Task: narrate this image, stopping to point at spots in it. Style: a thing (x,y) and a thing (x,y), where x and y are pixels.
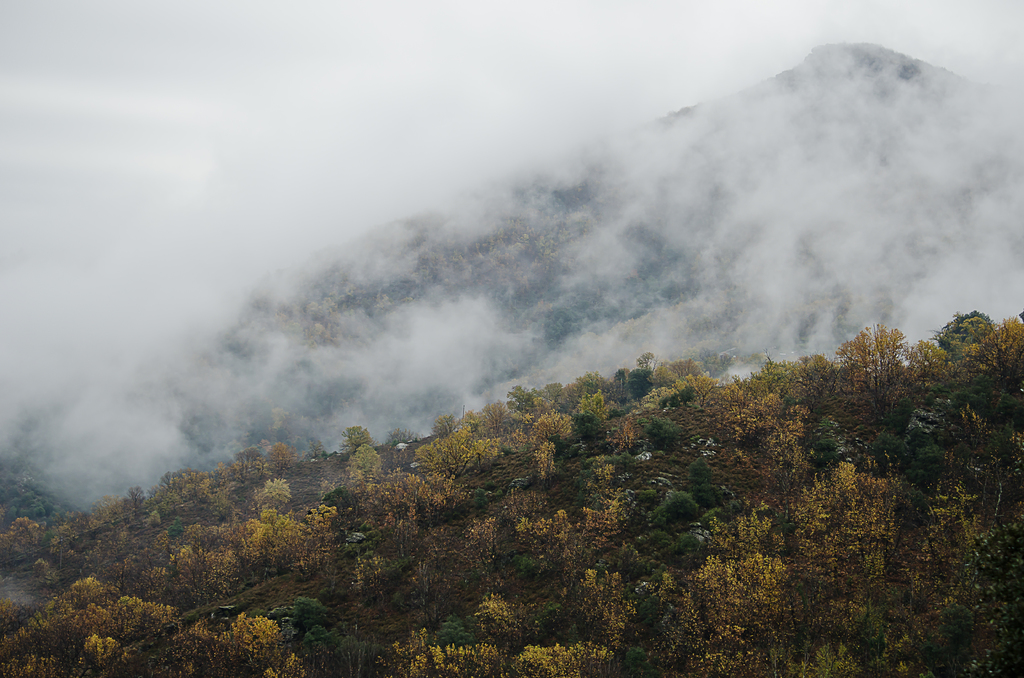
At the bottom of the picture (510,565), we see the trees (895,562). In the background (592,303), we see the hills (632,307) which are covered with fog (167,267).
